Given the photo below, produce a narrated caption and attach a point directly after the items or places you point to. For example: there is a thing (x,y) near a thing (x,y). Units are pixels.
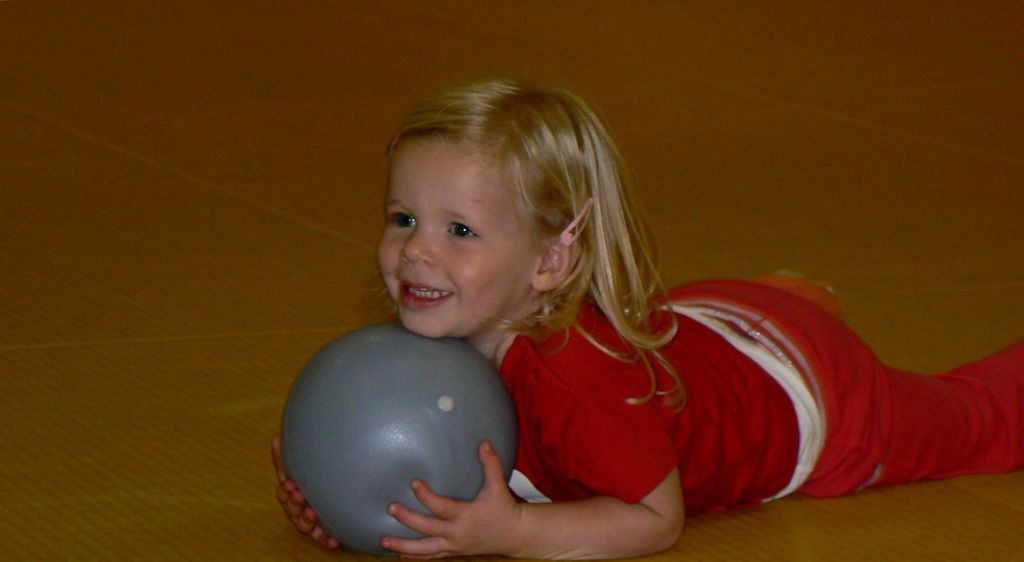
In this picture we can see one girl (579,186) is laying on the surface (253,428) and she is holding the ball (318,357).
